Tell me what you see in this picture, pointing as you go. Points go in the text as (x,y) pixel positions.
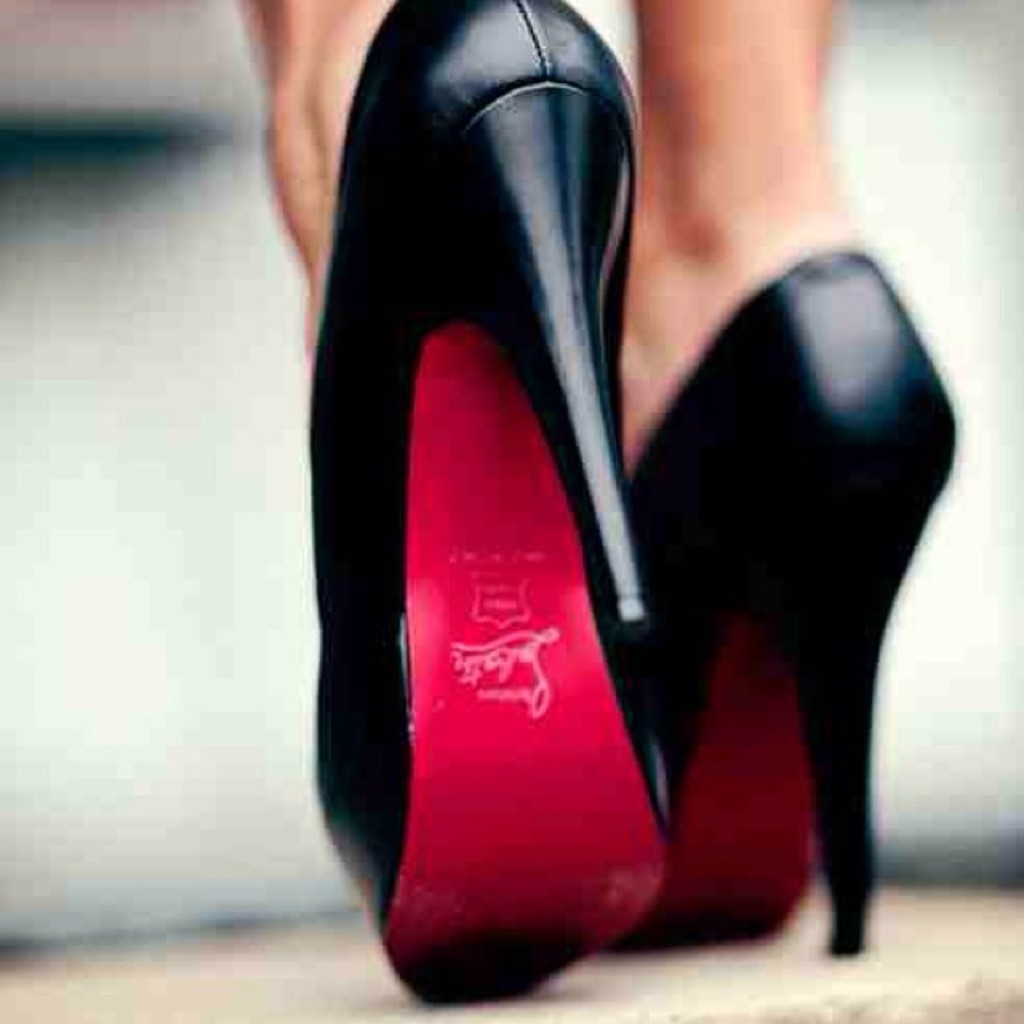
In this image we can see the legs (671,153) of a person (741,142), also we can see footwear (422,539), and the background (141,621) is blurred.
